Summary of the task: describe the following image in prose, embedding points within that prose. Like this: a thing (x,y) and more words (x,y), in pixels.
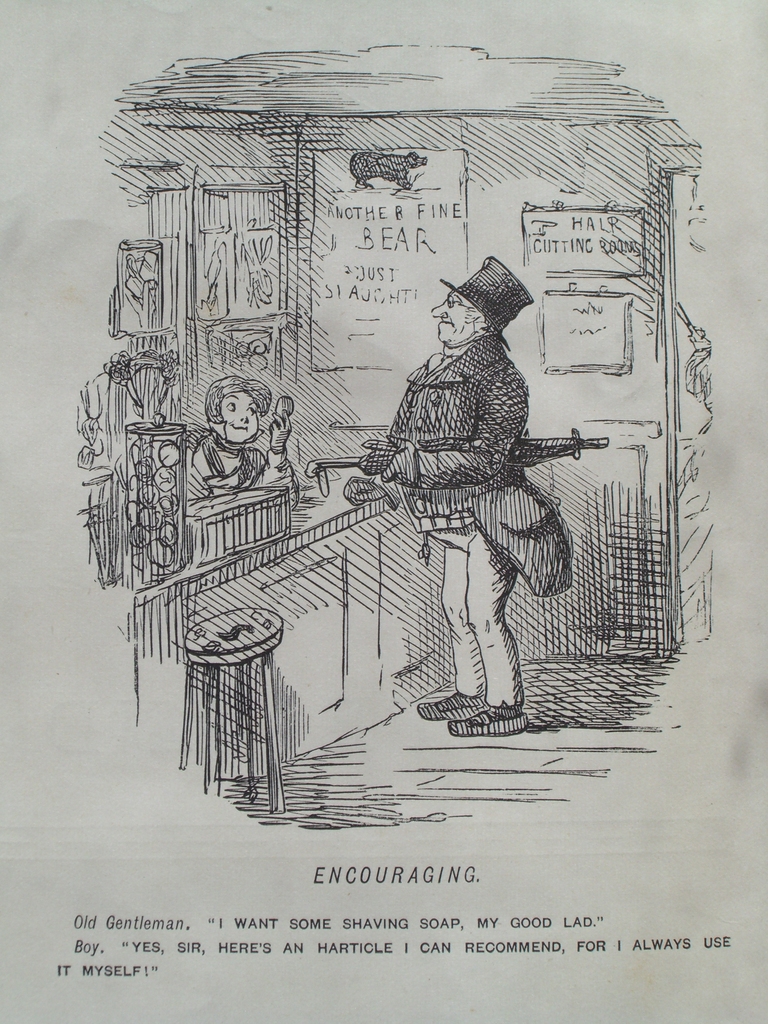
This image consists of a paper (419,644) on which there is a sketch (335,577) of a man (413,506) and a boy (297,491). At the bottom (409,924), there is a text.
